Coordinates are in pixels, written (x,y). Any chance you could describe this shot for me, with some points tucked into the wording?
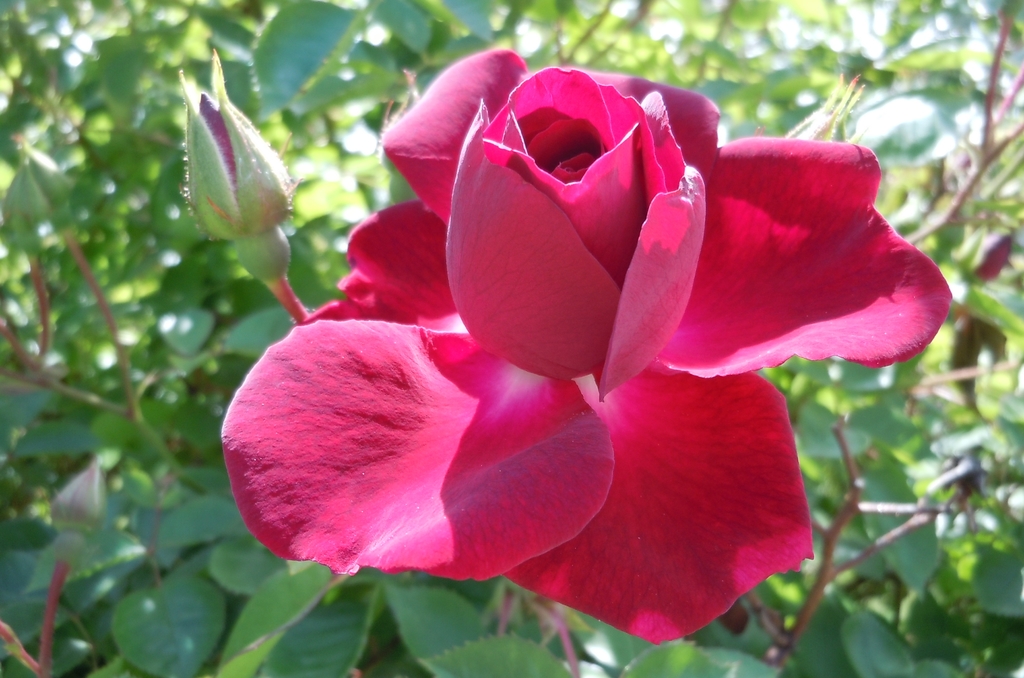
In this picture there is a rose (531,340) in the center of the image (448,368) and there are buds (229,167) on the left side of the image (246,191) and there is greenery (499,29) in the background area of the image (497,13).
